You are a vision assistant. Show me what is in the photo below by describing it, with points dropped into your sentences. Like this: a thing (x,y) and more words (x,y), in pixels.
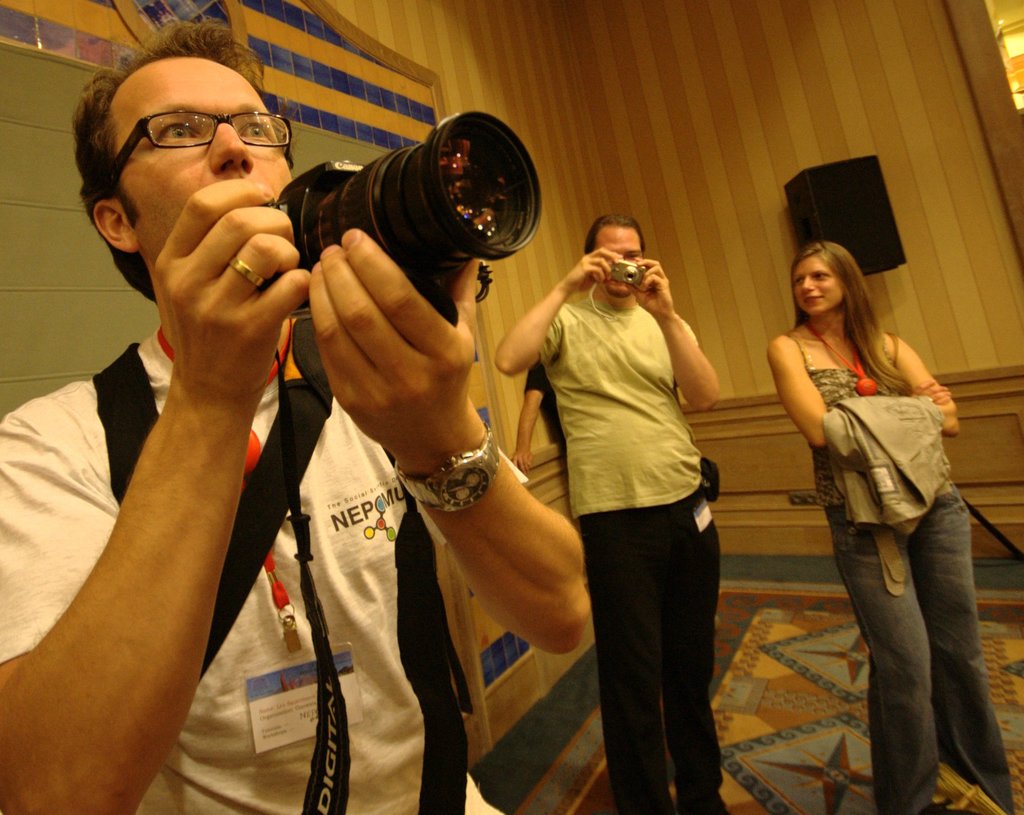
In the background (807,76) we can see the wall (967,315). In this picture we can see the people (486,517) standing. We can see few objects (367,236). On the left side of the picture (279,776) we can see a man (354,573) wearing a t-shirt (355,555), wrist watch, spectacles (201,114) and he is holding a camera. In the middle (672,520) we can see a person (638,704) holding a camera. At the bottom portion of the picture (796,800) we can see the floor (736,807).
